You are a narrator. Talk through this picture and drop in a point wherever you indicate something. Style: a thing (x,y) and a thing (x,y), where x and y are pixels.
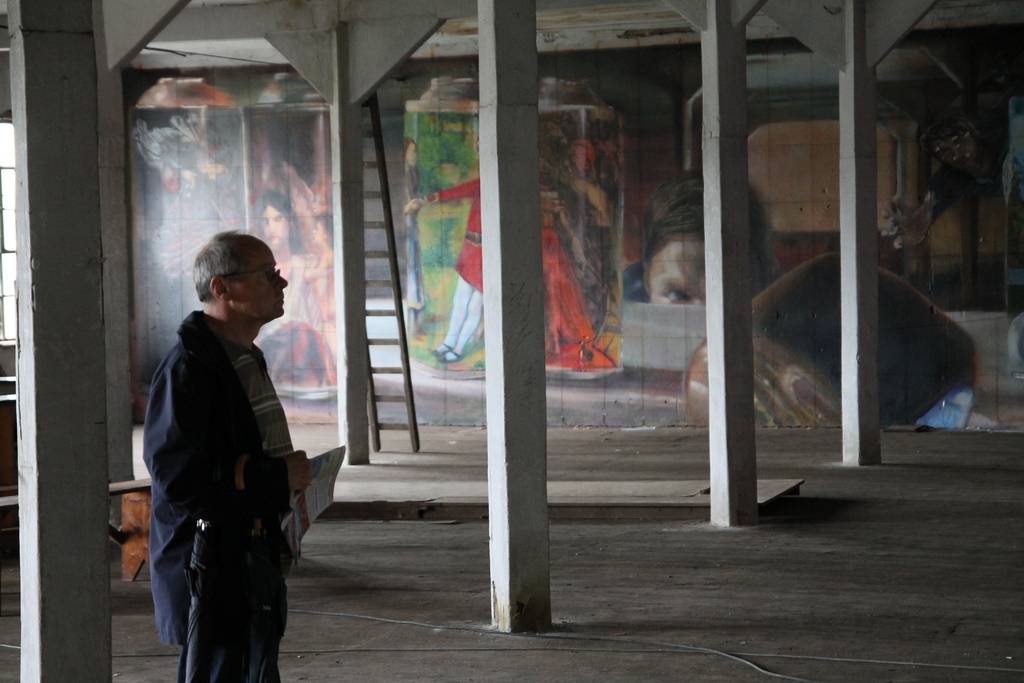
In this picture we can see a man (228,476) standing here, there are some pillars (870,248) here, we can see a ladder (377,314) here, in the background (583,273) there are some paintings (437,302).
